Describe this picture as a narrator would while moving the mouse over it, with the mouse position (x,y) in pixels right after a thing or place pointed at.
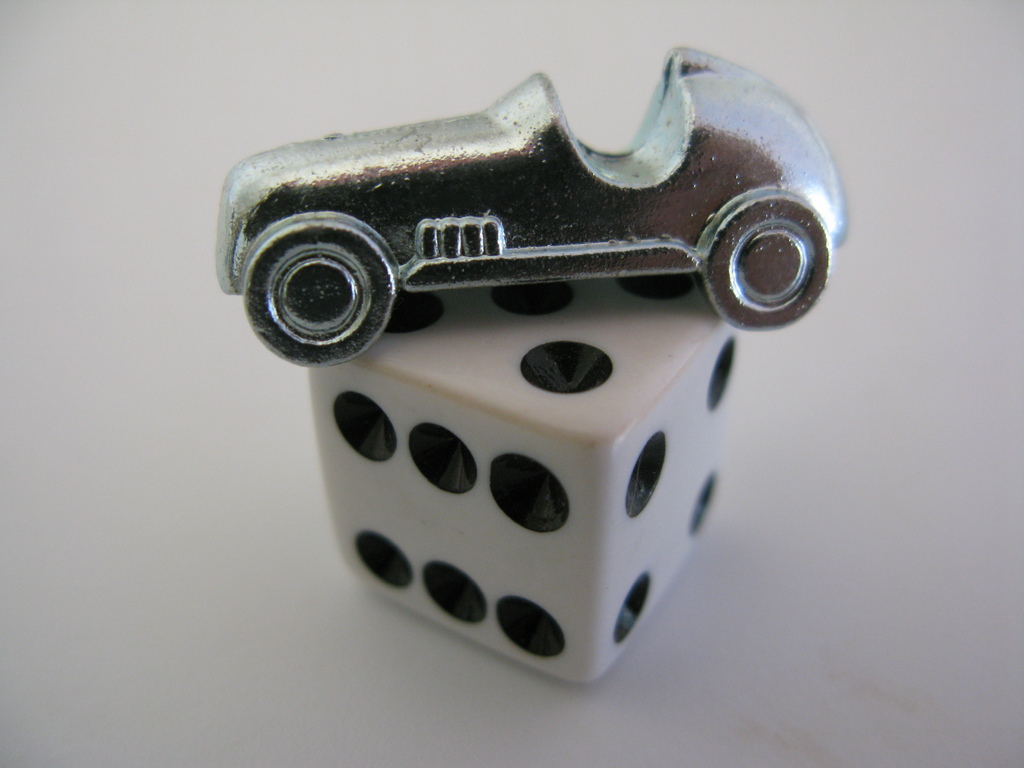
In this image, I can see a dice (612,426) and a toy car (517,247). The background looks white in color.
